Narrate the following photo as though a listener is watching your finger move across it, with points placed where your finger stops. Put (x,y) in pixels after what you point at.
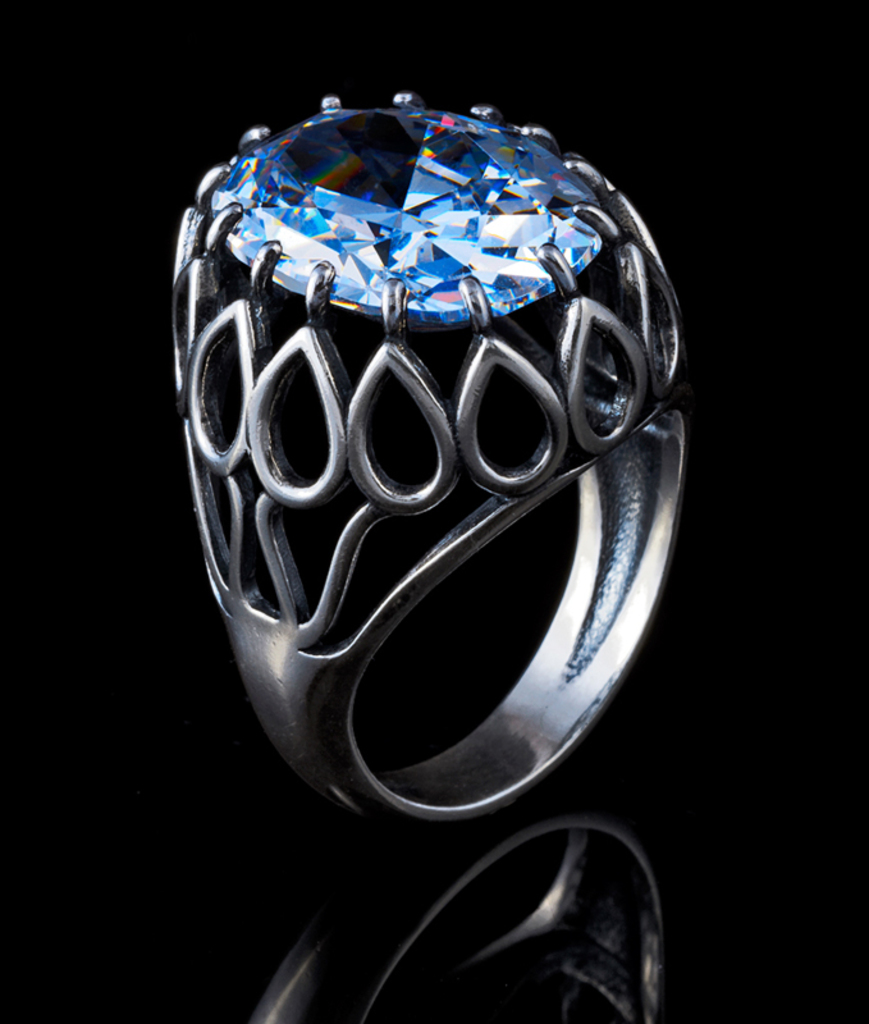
In this image we can see a ring (494,368) with a blue stone (512,271) which looks like a diamond (380,206) and in the background (620,767) the image is dark.
